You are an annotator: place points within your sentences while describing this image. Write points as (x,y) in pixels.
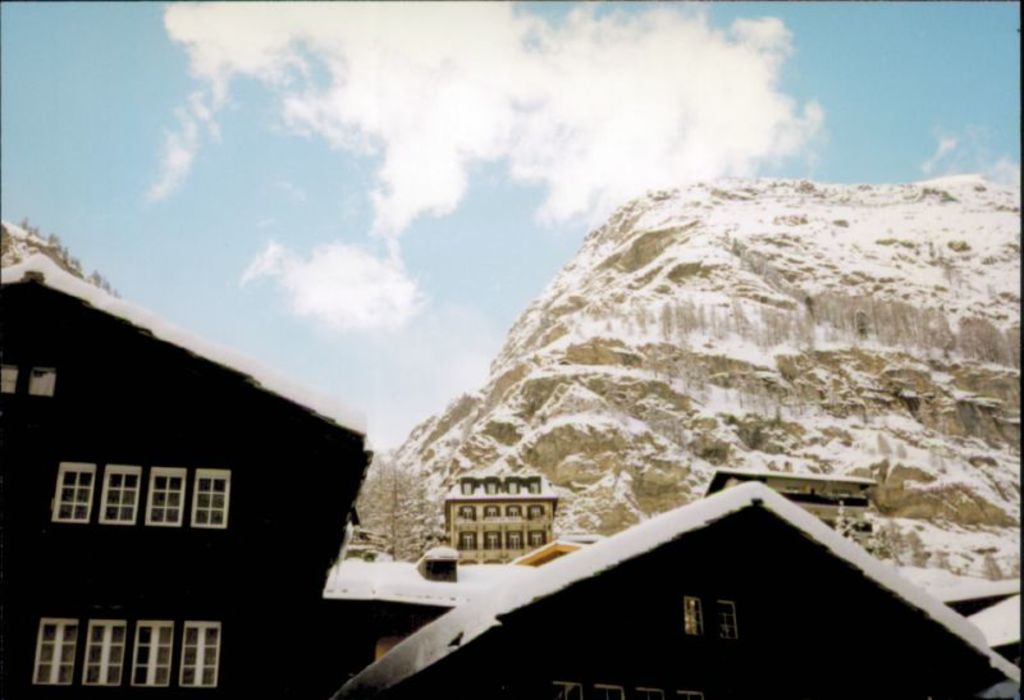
In this image I see the house (957,676) and snow (91,288) is covered on the top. In the background (441,436) I see the snowy mountains (496,365) and the sky (387,116).
